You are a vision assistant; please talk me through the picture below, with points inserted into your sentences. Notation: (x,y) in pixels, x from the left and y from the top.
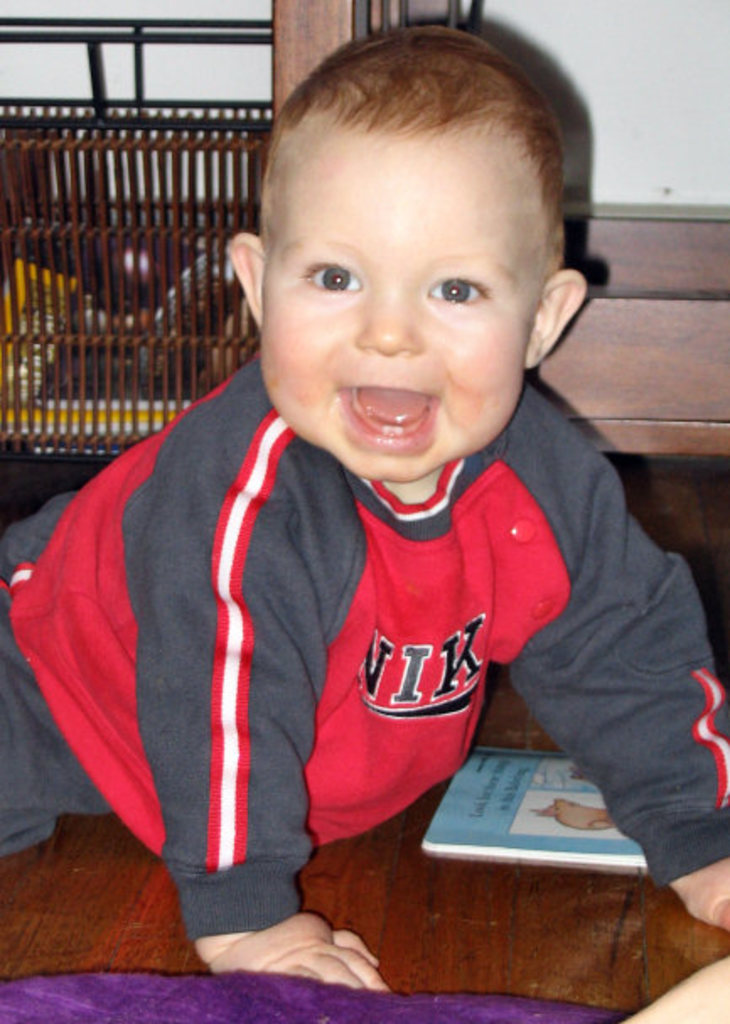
In the image there is boy (251,605) in red t-shirt (276,814) crawling on the wooden floor (431,941) with a book (508,823) beside him and a wall (724,73) behind him.
